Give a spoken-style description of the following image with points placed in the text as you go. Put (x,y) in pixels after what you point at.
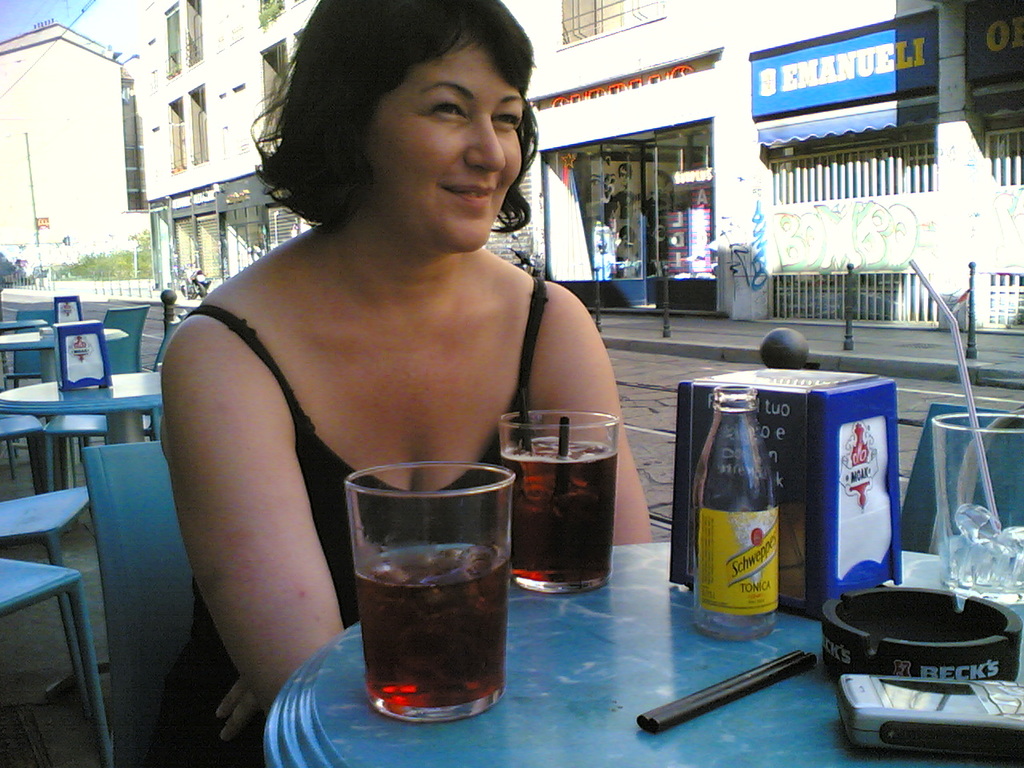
In this picture we can see woman (370,291) sitting on chair (108,632) and smiling and in front of her there is table (936,560) and on table (933,586) we can see glasses (536,472), bottle (726,447), bowl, ice cubes (965,563), mobile (988,705), straws (774,673) and in background (97,249) we can see trees (125,261), building (217,114) with windows (272,51), fence (92,281), pole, sky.
